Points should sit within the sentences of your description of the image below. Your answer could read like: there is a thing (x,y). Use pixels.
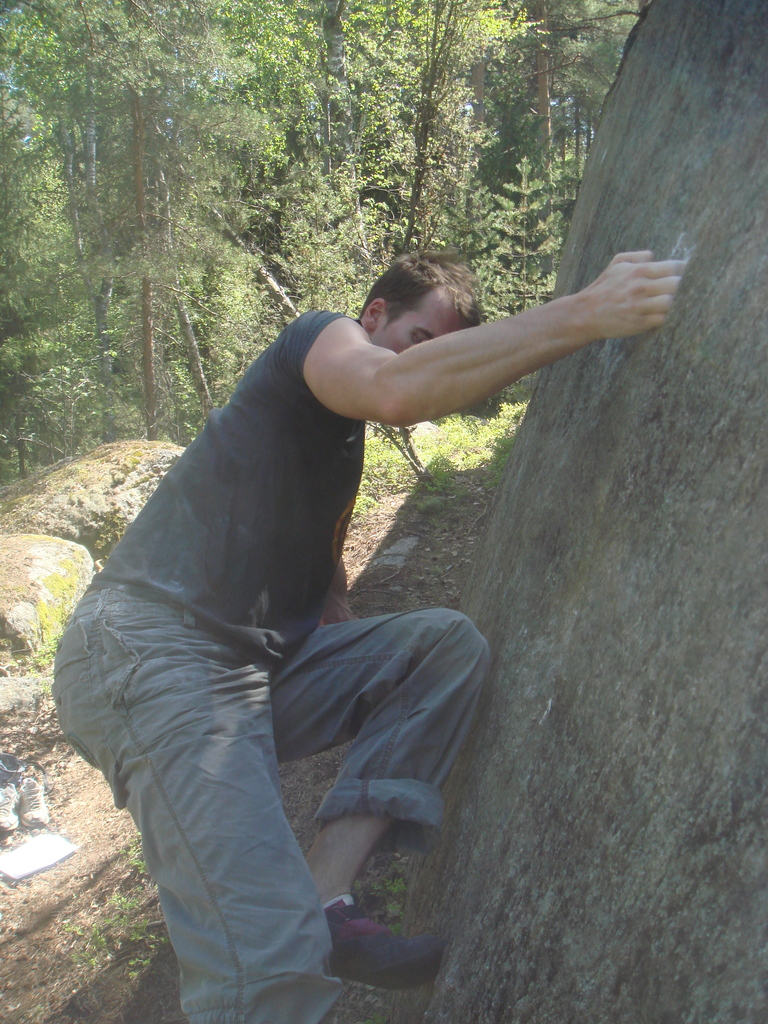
In this image we can see a person (290,393) climbing the hill (670,461). We can also see the rocks (162,445), a pair of shoes (39,796), book (35,849), grass (383,479) and also the trees (223,219).
